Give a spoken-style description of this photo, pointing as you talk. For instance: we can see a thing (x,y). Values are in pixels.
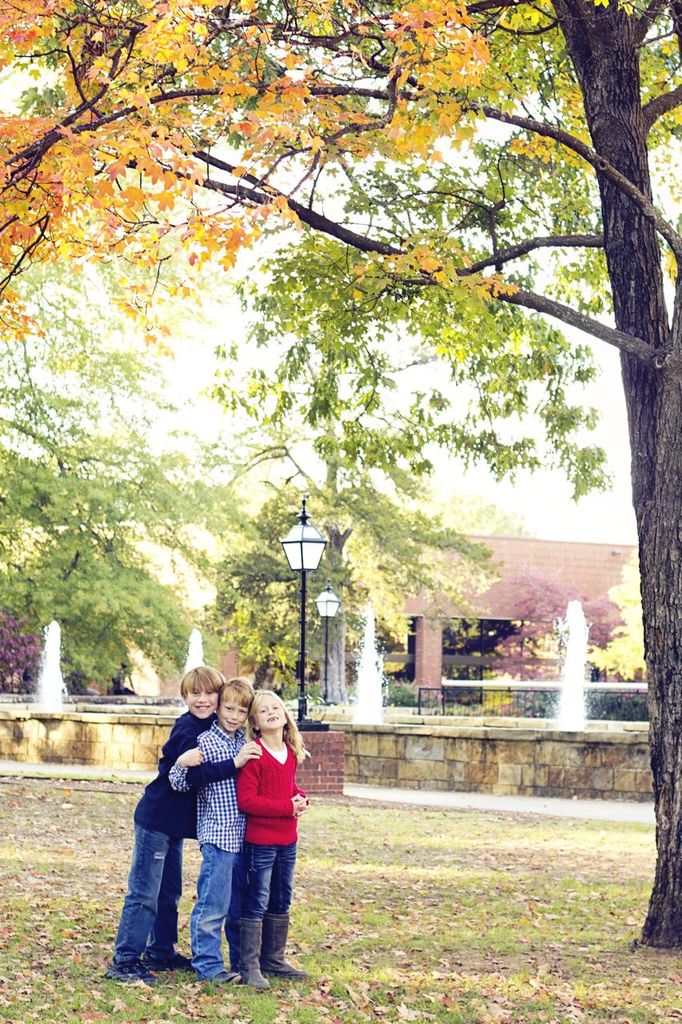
In the foreground of this image (332,825), there is a girl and two boys (222,878) standing on the grass (378,1000). On the right (666,386), there is a tree (667,427). In the background (431,638), there are fountains (56,686), trees (258,637), lamps (299,571), a building (504,582) and the sky (593,511).
